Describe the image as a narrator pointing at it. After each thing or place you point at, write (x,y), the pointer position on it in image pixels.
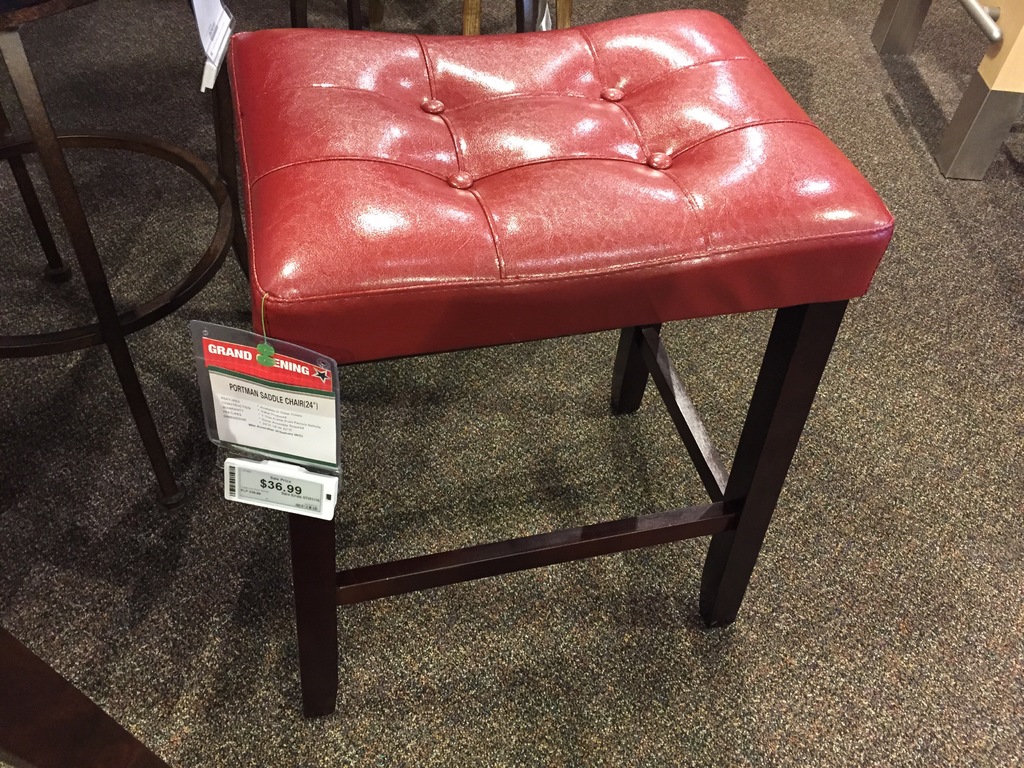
In this image there is a stool (612,200). There is a tag (295,440) to the stool (609,212). There are numbers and text (301,402) on the tag (245,385). There is carpet (858,648) on the floor (538,645). To the left (96,291) there are metal rods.
